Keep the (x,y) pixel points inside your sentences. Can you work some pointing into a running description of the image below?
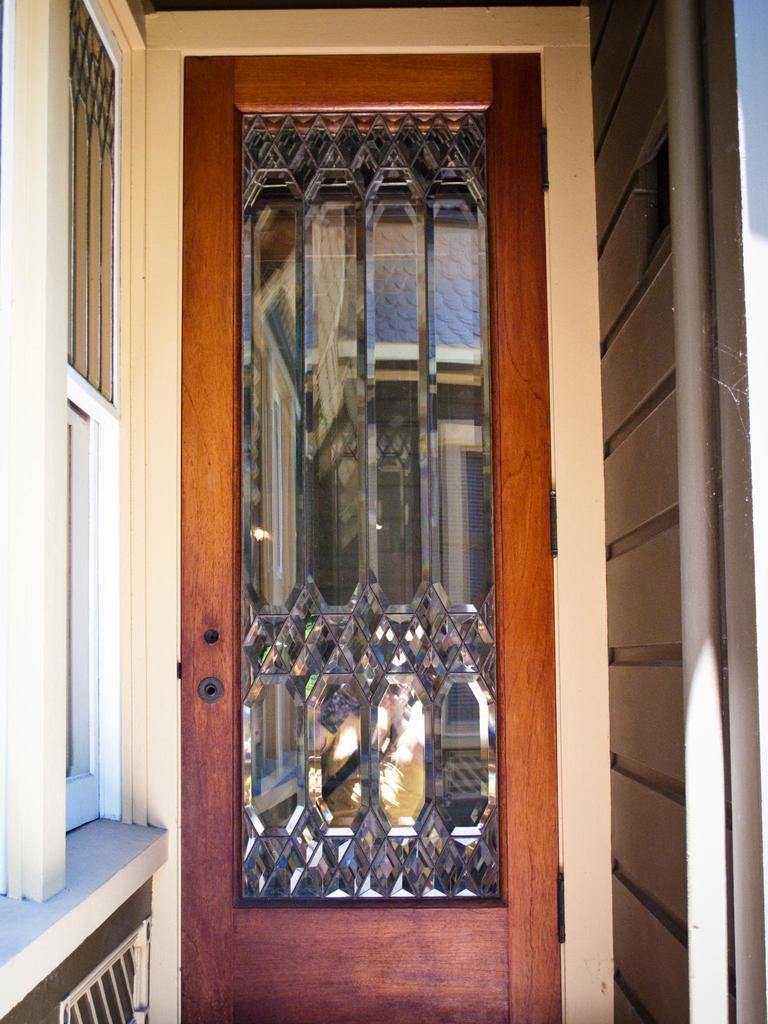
In this image we can see a door (287,740), window (92,58), wall (641,699), and a pole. On the glass (342,409) we can see the reflection (474,780) of a person (356,819) and a wall (404,271).
